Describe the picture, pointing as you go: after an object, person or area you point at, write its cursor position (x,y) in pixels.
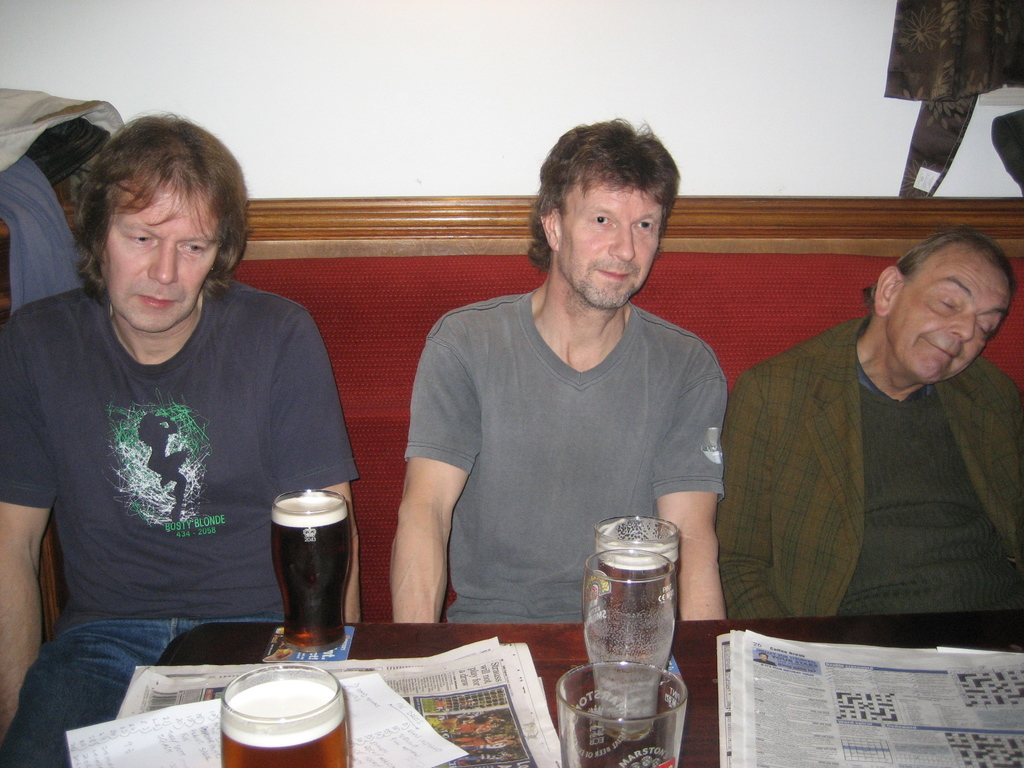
In this image I can see three persons (496,431) sitting on the red color couch (386,393). In front (493,731) I can see glasses (229,762), newspaper (481,741) on the brown color table (552,660). Back Side I can see few clothes (21,143). The wall (445,84) is in white color.
